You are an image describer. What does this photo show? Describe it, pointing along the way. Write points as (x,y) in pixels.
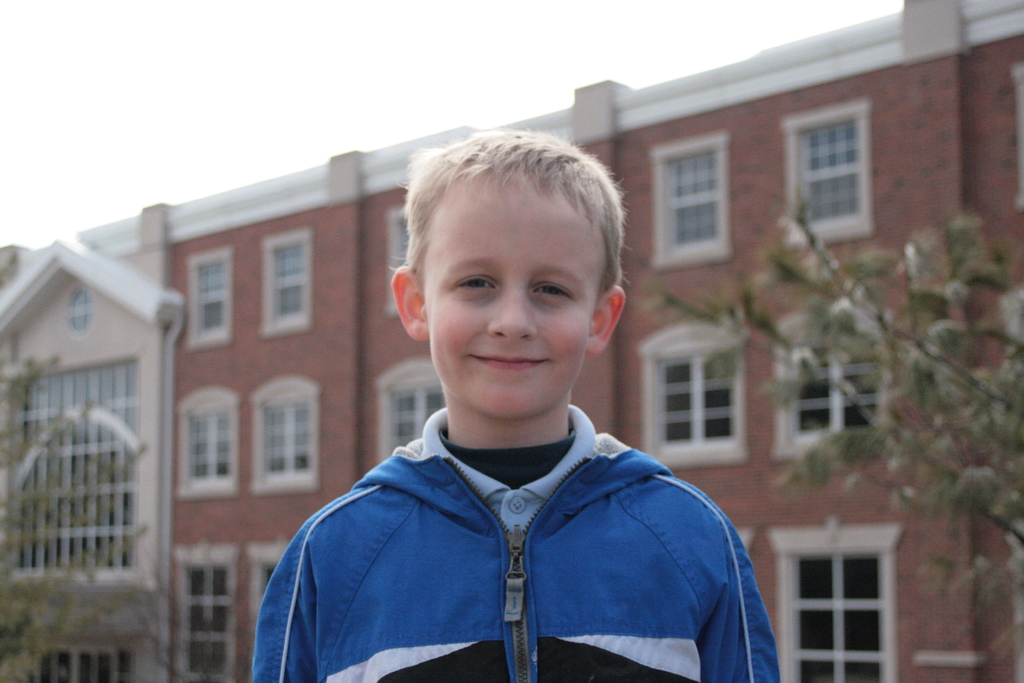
In this image I can see a boy (587,517) is smiling, he wore blue color coat (533,600), behind him there is a big building (412,350), there are trees (11,384) on either side of this image, at the top (413,42) it is the sky (396,42).
